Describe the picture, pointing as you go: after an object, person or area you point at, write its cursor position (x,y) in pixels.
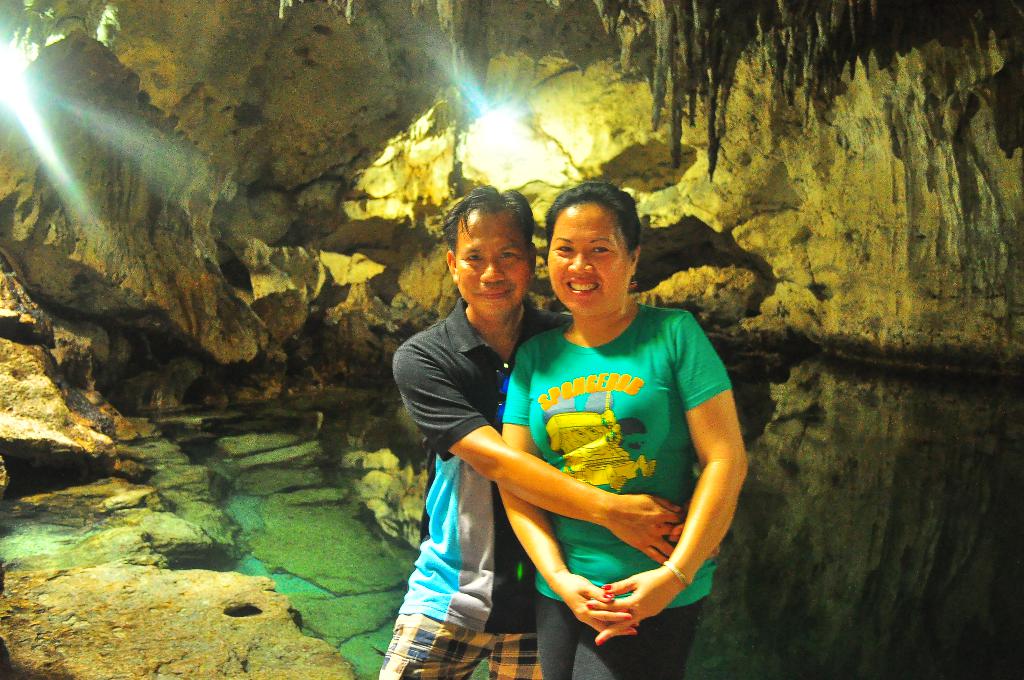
This picture might be taken inside a cave (270,125). In this image, in the middle (589,431), we can see two people (532,431) man (463,348) and woman (656,428). In the background (384,83), we can also some lights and rocks (464,160).
